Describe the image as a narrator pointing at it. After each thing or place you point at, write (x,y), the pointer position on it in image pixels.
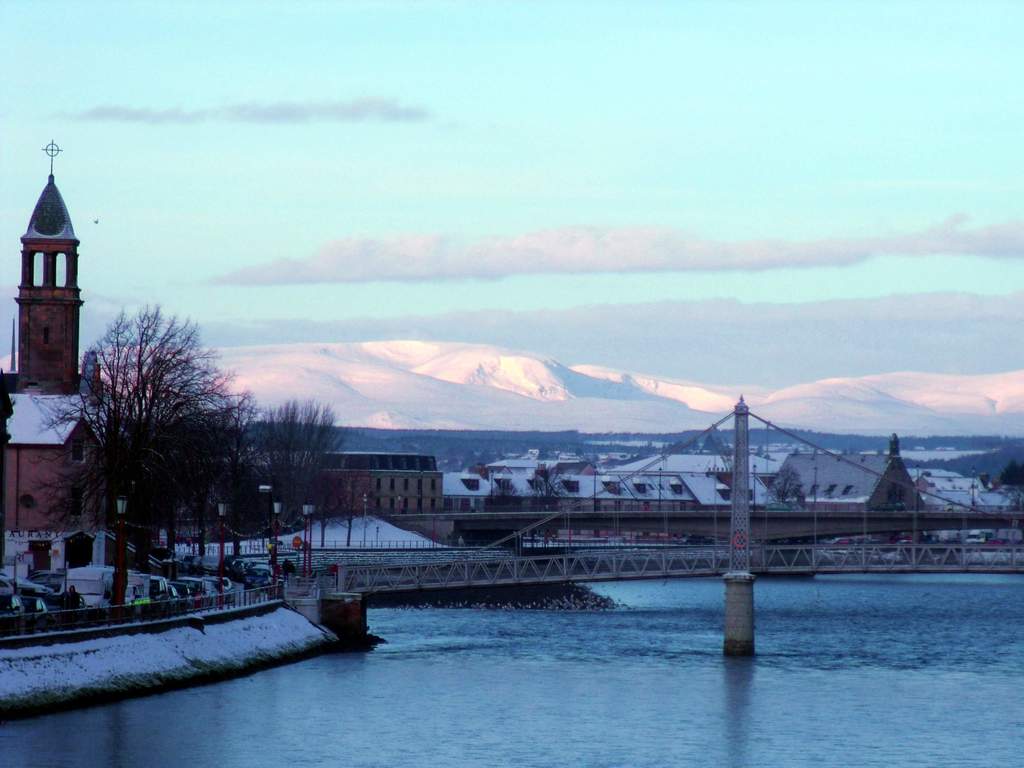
In this picture we can see a bridge (679,576) and water (488,673). On the left side of the bridge (526,568) there are poles (273,551) with lights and behind the bridge (365,580) there are trees (267,449), buildings (538,462), hills (496,396) and the sky (676,87).
